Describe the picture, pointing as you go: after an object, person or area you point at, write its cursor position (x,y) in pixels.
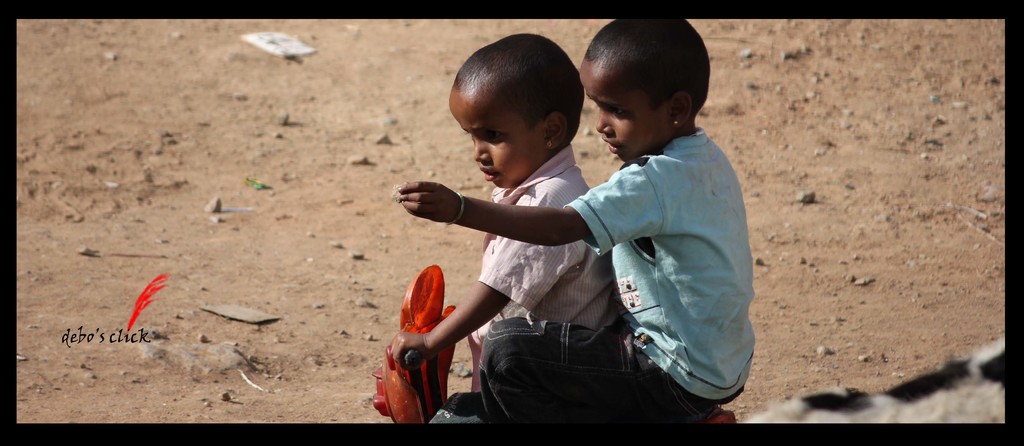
In this image there is sand (299,255). There are stones (387,250). There are two kids (582,241) sitting on a cycle (447,356).
